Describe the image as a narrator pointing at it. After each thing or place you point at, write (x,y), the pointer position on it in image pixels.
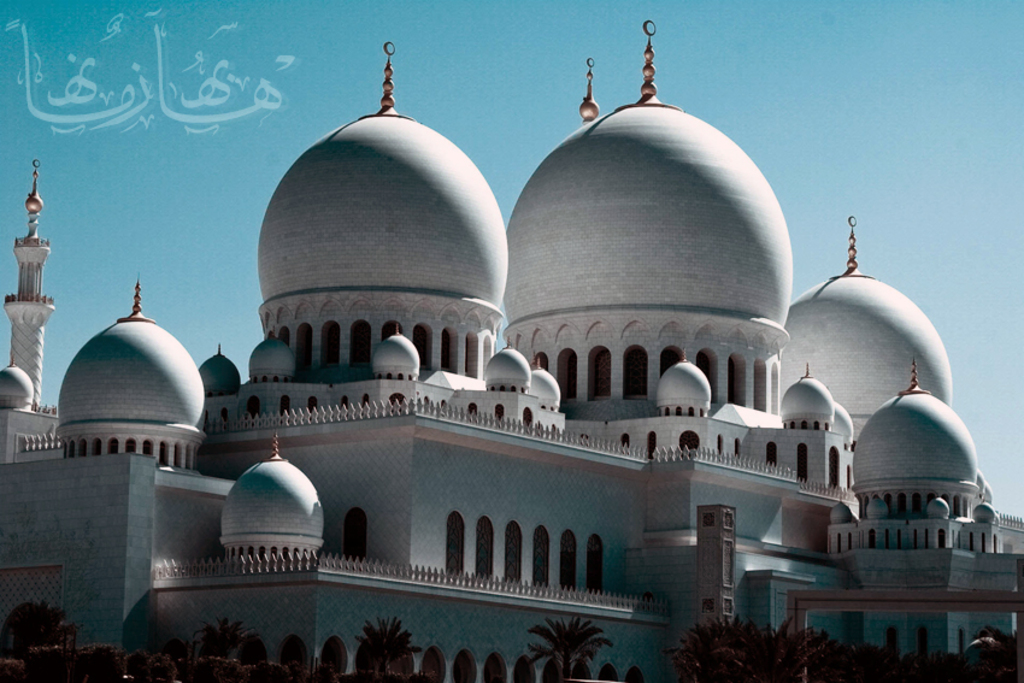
In this image we can see a building (395,434). At the bottom (129,661) there are trees (102,674). In the background (873,139) there is sky (547,107).
